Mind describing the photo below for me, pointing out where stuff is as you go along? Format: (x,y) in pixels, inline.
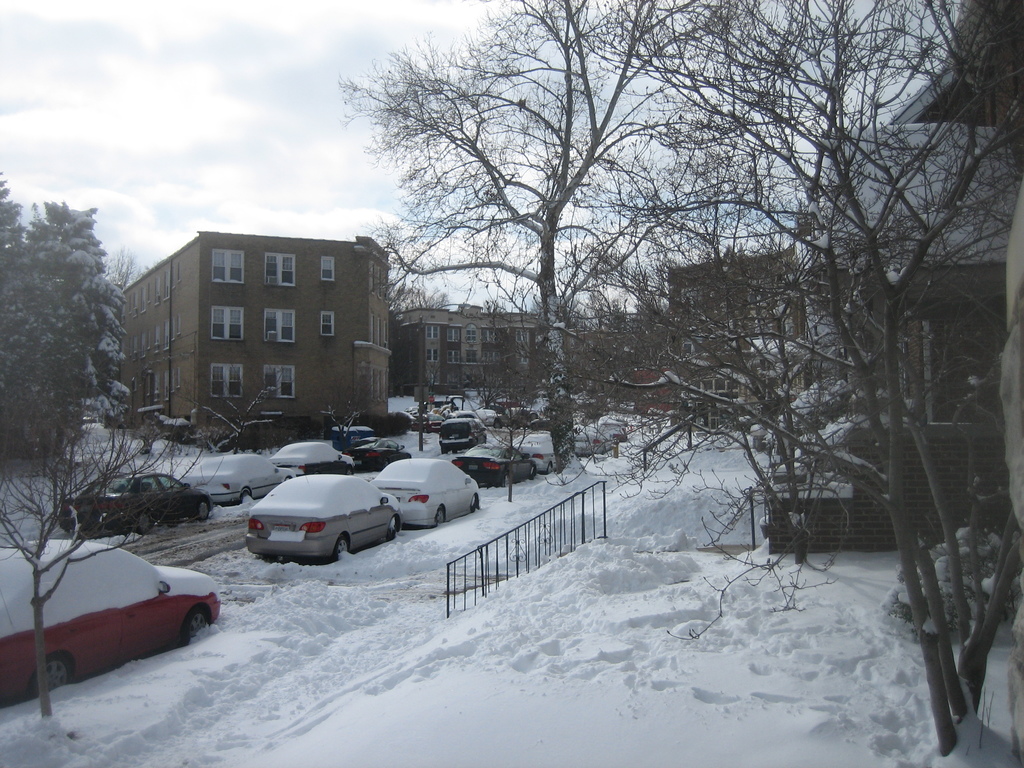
In this picture we can see there are vehicles (253,511) on the path (231,592) and on the vehicles (259,537) there is the snow (413,472). On the right side of the vehicles (202,577) there are trees (587,387). Behind the vehicles (205,502) there are buildings (450,343) and the sky (292,110).
